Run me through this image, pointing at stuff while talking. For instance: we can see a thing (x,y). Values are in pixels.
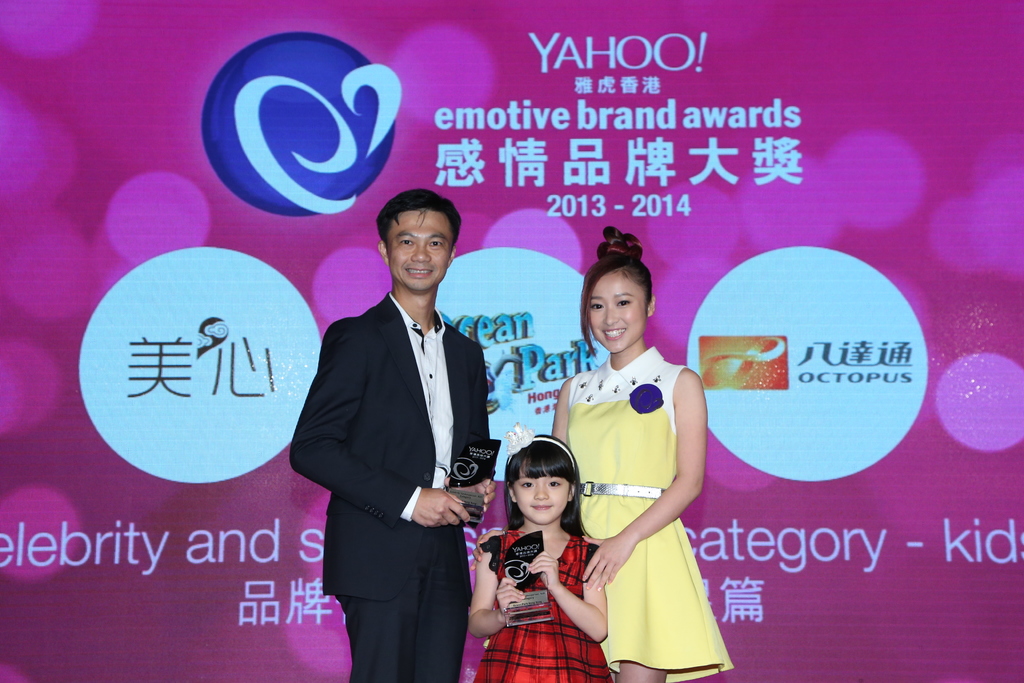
In this image we can see there are three people (662,584) standing in the foreground (692,581), and there is a poster (710,359) in the back (759,354).
